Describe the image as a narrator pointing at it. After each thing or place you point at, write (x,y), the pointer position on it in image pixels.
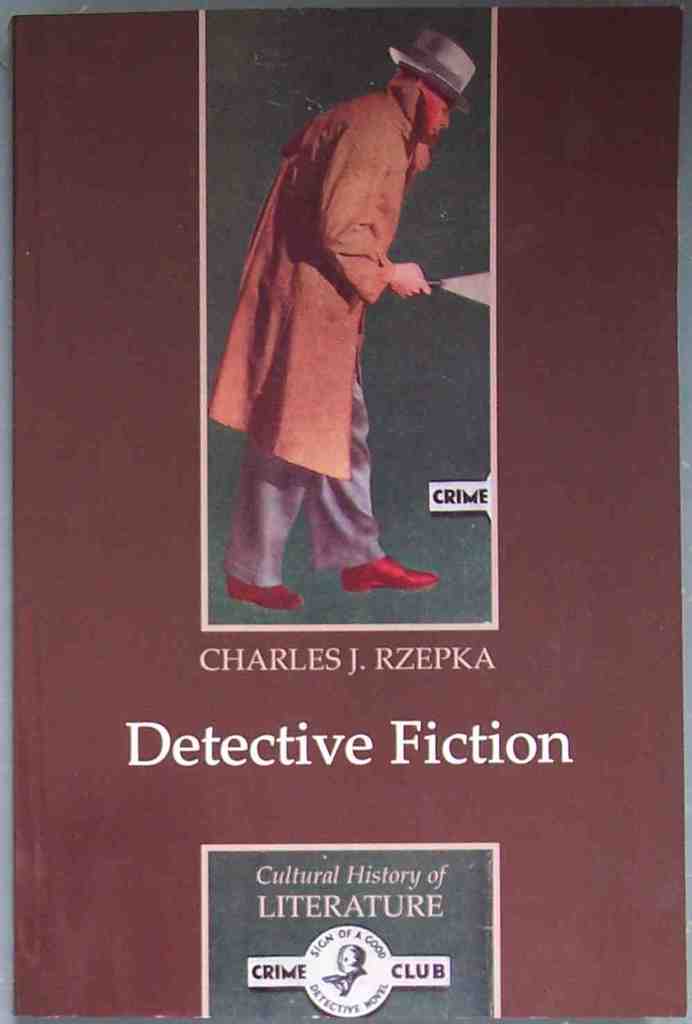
In this picture I can see a poster (164,767) and I can see picture (336,295) of a man (343,266) and I can see text (197,751) and a logo (339,961) at the bottom of the picture (314,970).
